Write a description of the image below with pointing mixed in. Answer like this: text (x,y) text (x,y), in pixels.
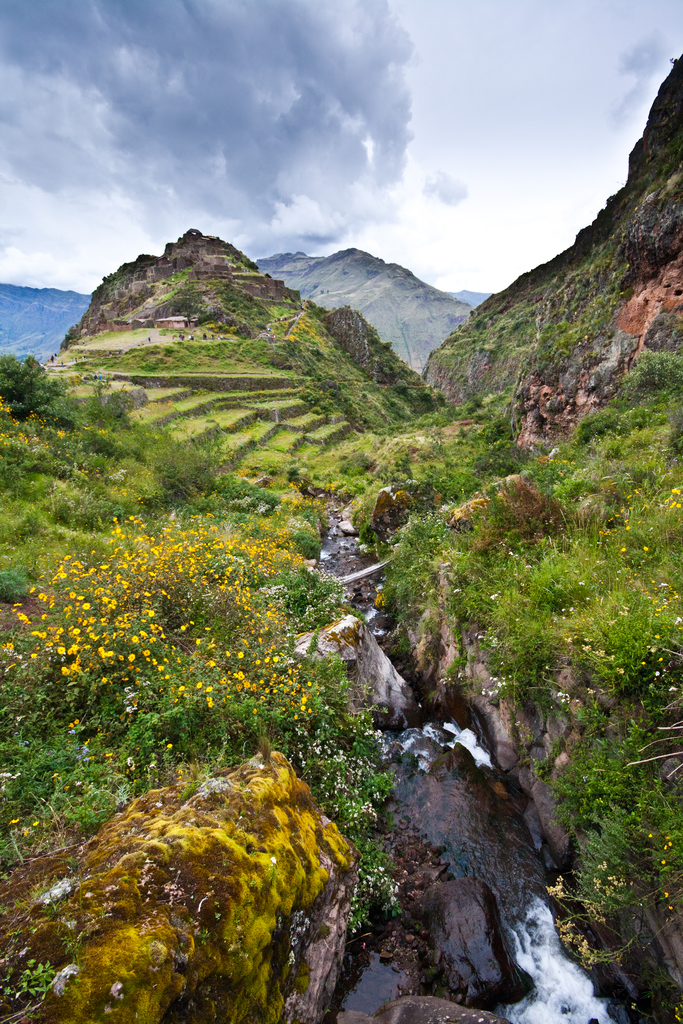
In this image we can see plants (245,556), grass (246,436), flowers (136,578), water (534,905), mountains (390,365) and cloudy sky (279,130).
